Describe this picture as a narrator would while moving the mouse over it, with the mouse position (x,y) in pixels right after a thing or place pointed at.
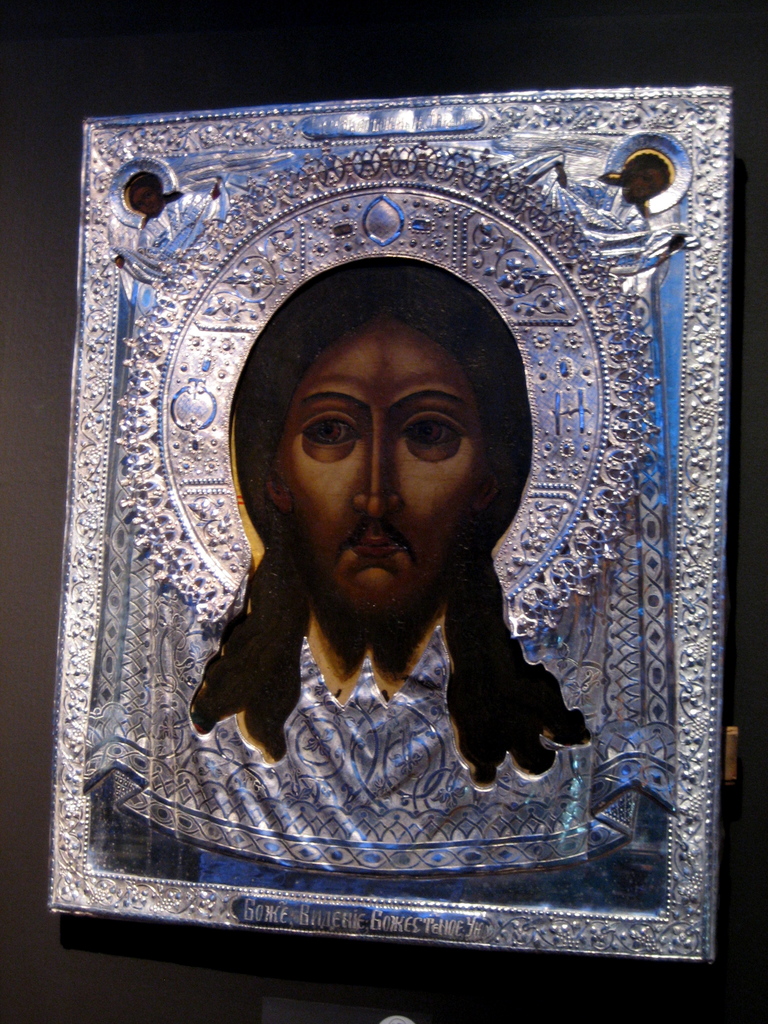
This is a frame (595,843) and we can see a picture (336,538) of a person (422,628) on the frame (532,313) and it is on a wall (236,25).
